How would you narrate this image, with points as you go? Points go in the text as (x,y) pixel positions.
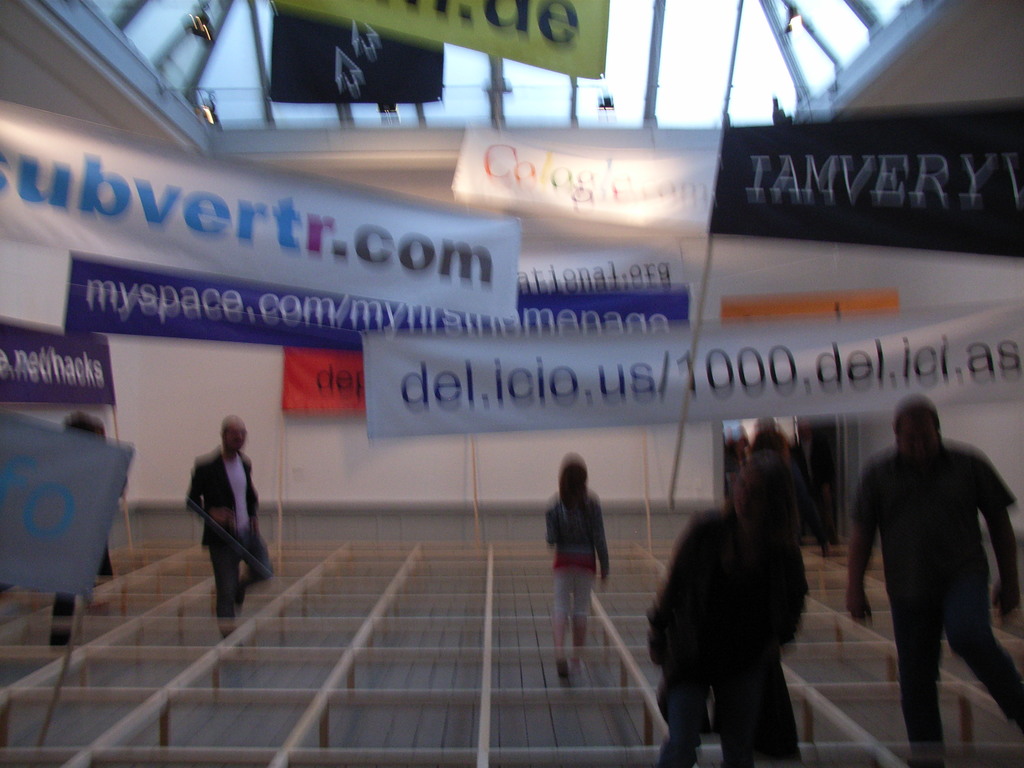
In the image there are blocks (371,752) made with wooden sticks (437,690) and people (236,556) are moving through those boxes (489,615) and around them there are a lot of banners (711,204).
